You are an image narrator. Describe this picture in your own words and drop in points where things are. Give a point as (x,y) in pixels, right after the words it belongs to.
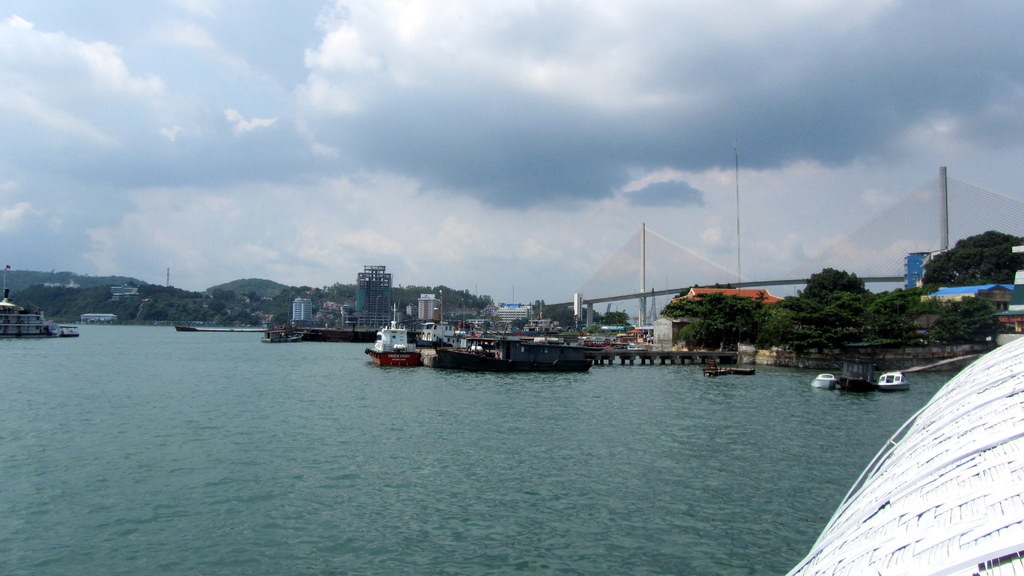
In this image, we can see boats (76,335) and ships (527,350) are on the water (443,441). In the background (959,265), there are trees (947,269), sheds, buildings (932,297) and poles (645,269). At the top (397,96), there are clouds (422,116) in the sky (285,183).
